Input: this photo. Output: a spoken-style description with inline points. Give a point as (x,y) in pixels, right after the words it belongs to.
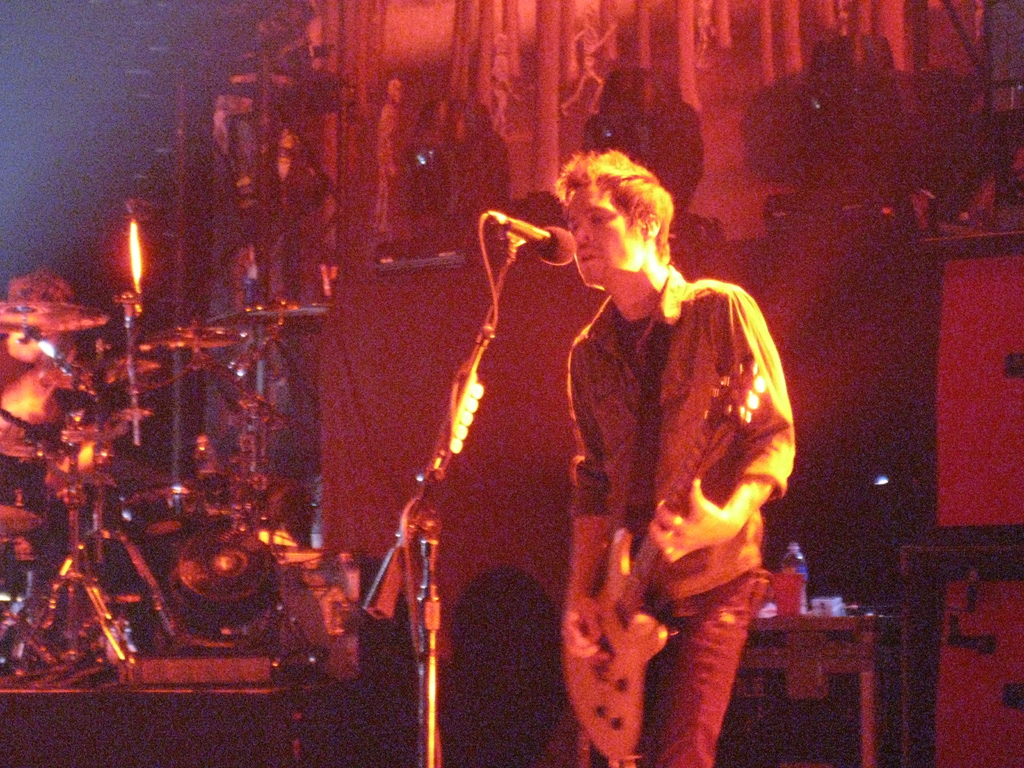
This picture is dimly lit. here we can see musical instruments (204,499). On the background (869,651) we can see a table (840,668) and bottle (802,555) on it. In Front (608,717) portion of the picture we can see a man (708,470) standing in front of a mike (516,235) and playing guitar (625,669) and singing.
